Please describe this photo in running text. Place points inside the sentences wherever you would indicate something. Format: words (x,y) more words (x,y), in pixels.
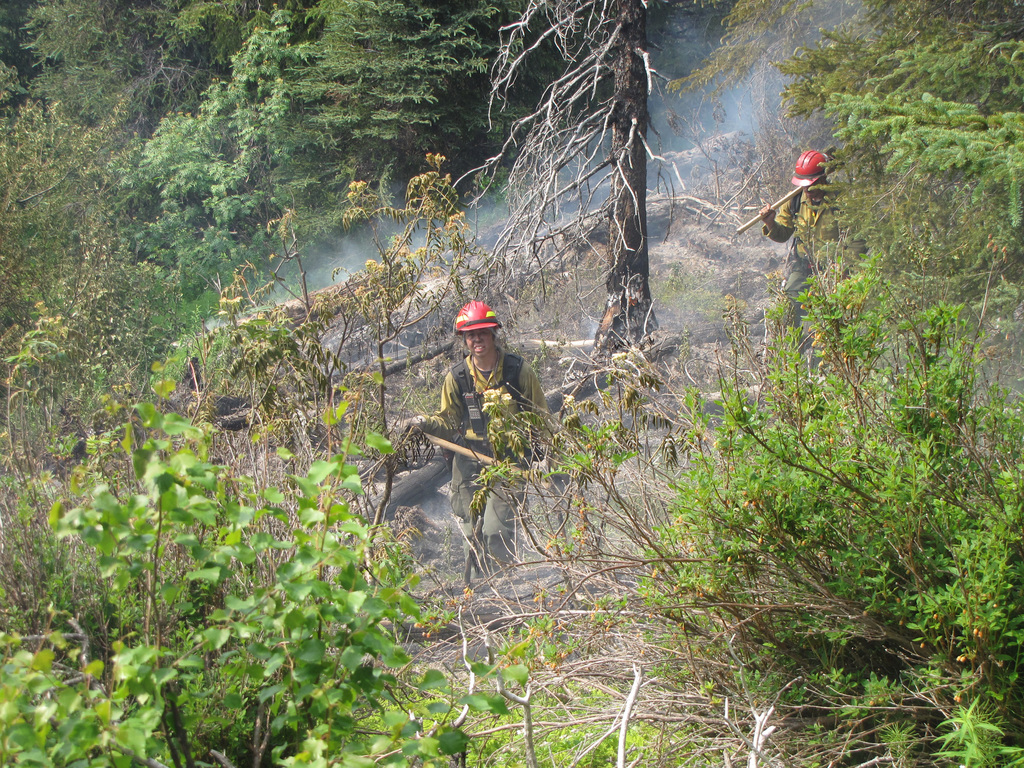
In this image there are two persons (457,402) who are walking, and also in the background (493,100) there are some trees (104,129) and in the foreground (445,614) there are some plants (796,529).
